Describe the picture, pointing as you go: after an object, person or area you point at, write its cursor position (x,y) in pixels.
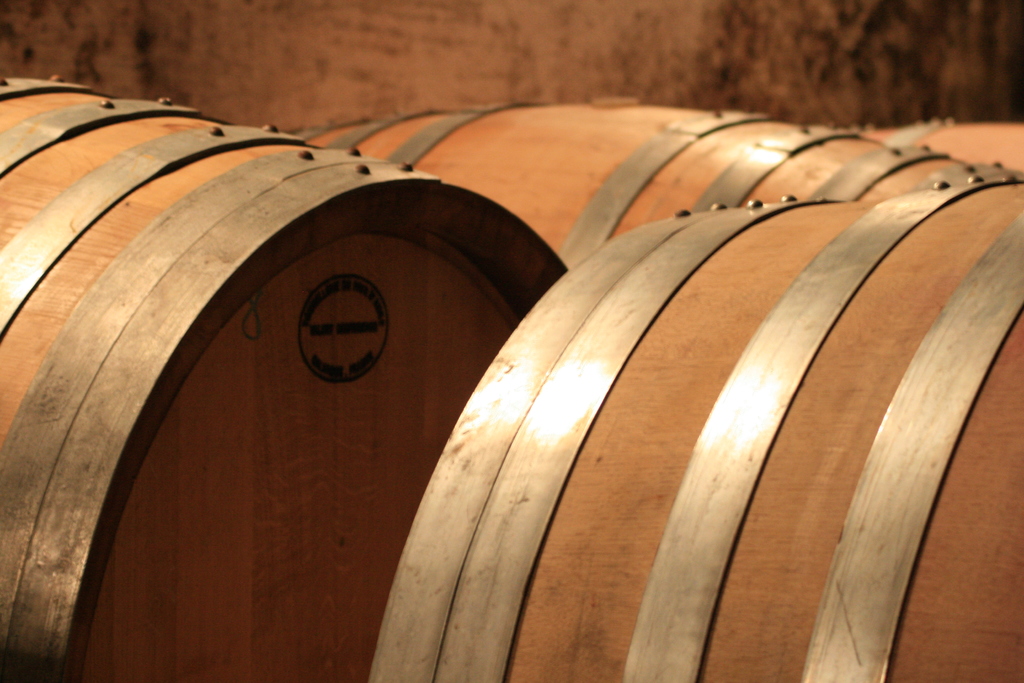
In the image there are many wooden barrels (550,337), in the back (437,60) there is wall (438,44).
